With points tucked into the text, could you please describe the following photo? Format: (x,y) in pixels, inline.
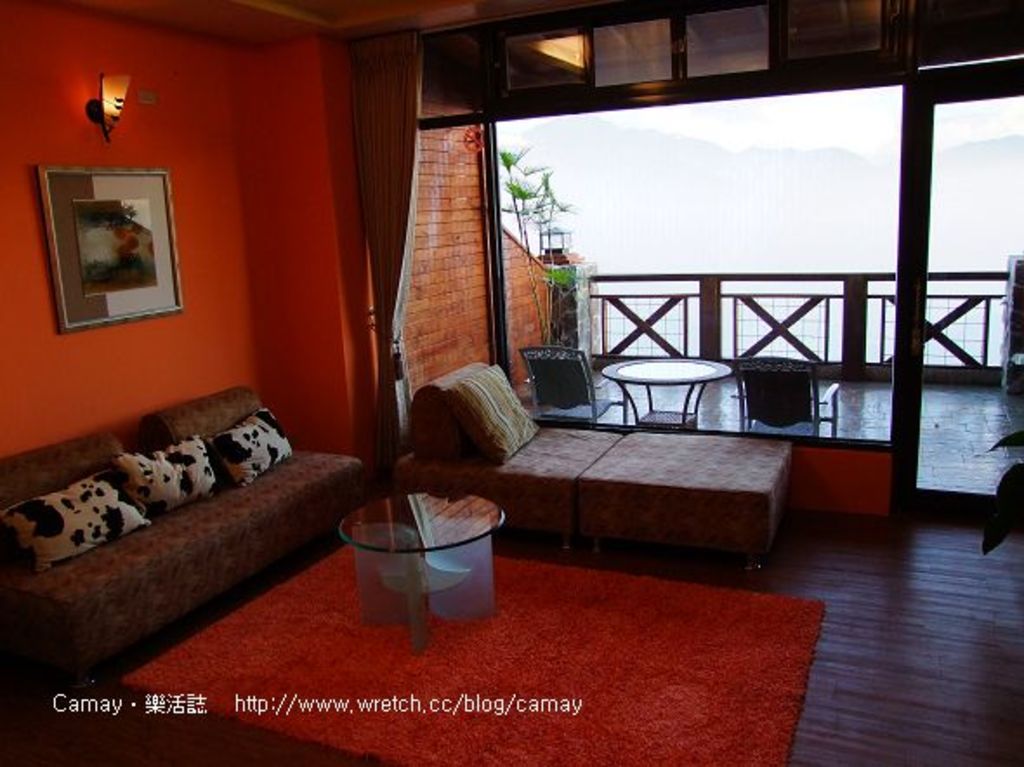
There are sofa (63,627) in the left (135,557) and a photograph (127,197) on the wall (18,326) and a light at the top (85,114), table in the middle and also here it's a veranda (684,278), glass wall (796,234).
